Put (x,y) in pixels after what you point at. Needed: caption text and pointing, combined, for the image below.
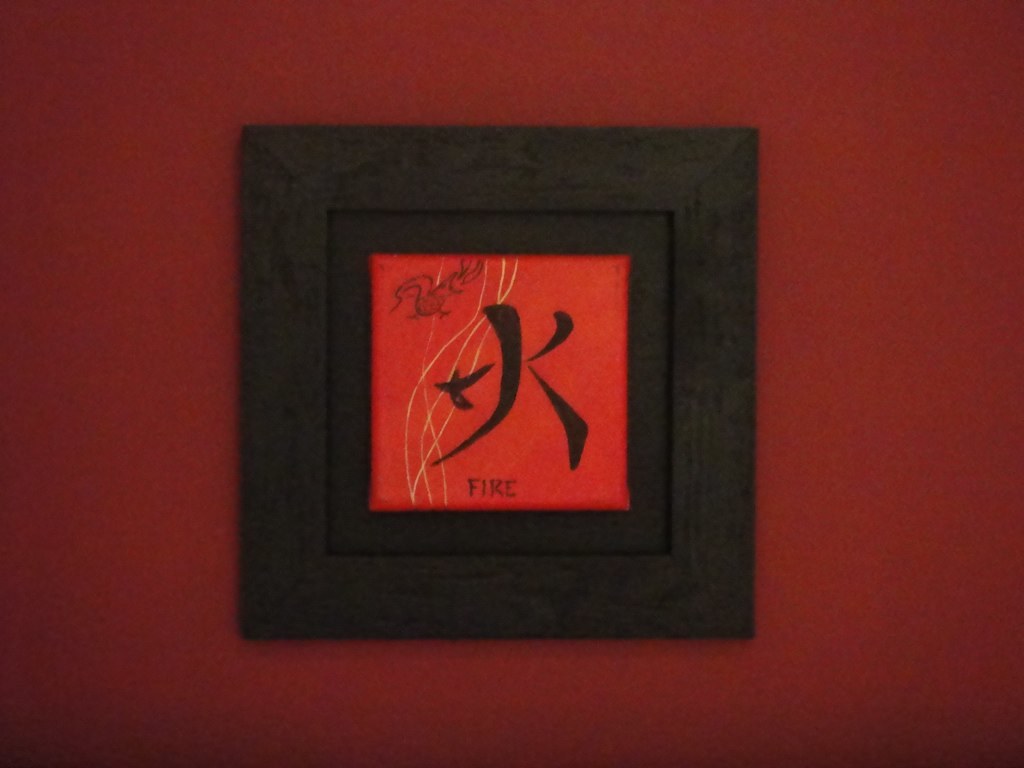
In this image there is a label (377,406).
